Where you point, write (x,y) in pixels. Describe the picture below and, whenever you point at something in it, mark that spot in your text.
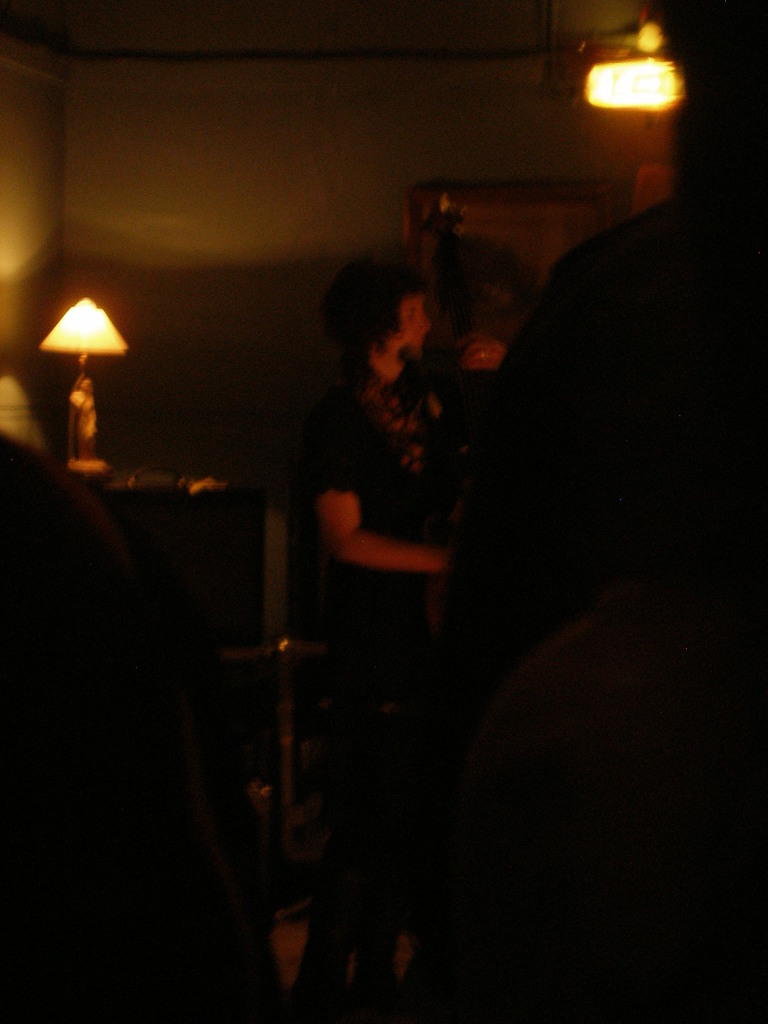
In the picture we can see inside view of the dark room (638,937) with a person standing near the wall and beside him we can see a table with a lamp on it and into the wall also we can see the light (630,94).
